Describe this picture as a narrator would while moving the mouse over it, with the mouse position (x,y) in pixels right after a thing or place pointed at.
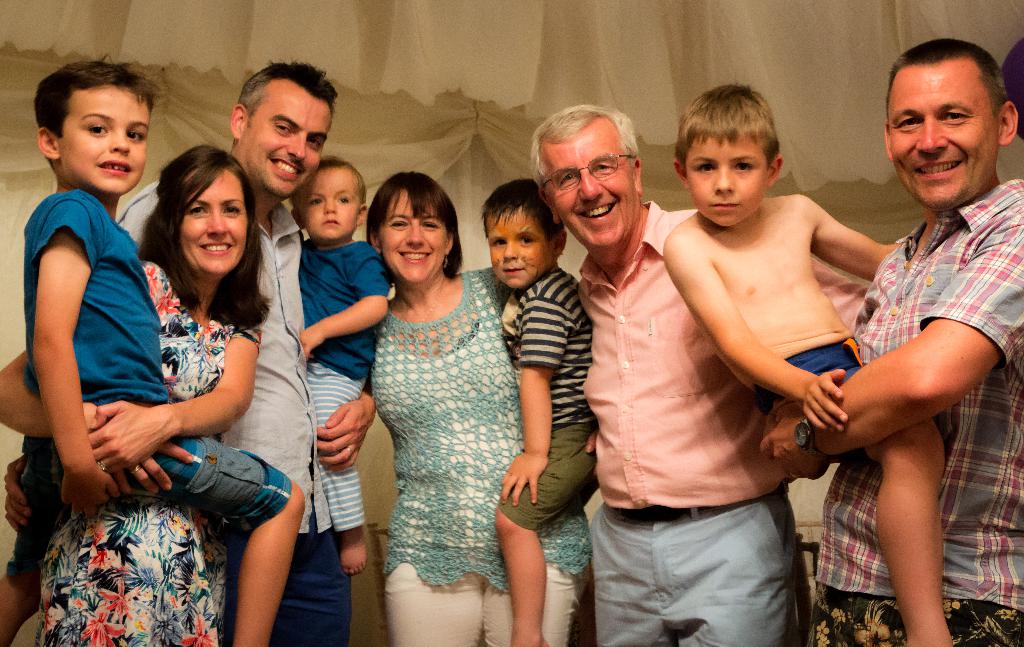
In this image there are group of people (516,275) standing and smiling, and in the background (133,12) there are curtains (382,65).
